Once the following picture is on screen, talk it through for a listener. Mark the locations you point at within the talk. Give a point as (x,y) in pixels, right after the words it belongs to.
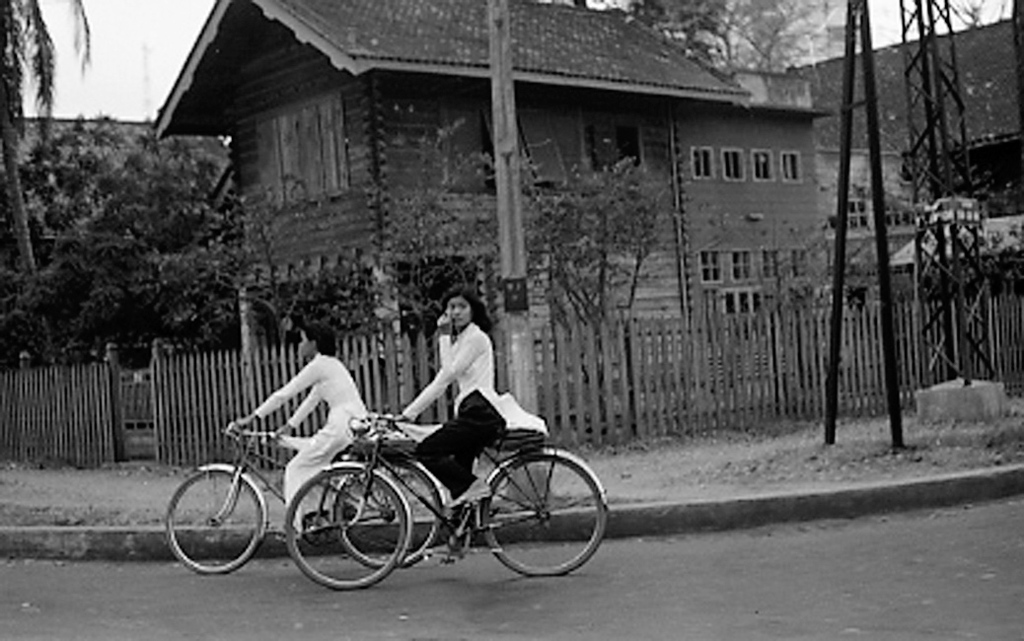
In the picture we can see two women (302,350) are riding a bicycles (565,462) just behind, in the background (592,217) we can find some houses (706,216), sky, trees (75,148), plants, pole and stand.
